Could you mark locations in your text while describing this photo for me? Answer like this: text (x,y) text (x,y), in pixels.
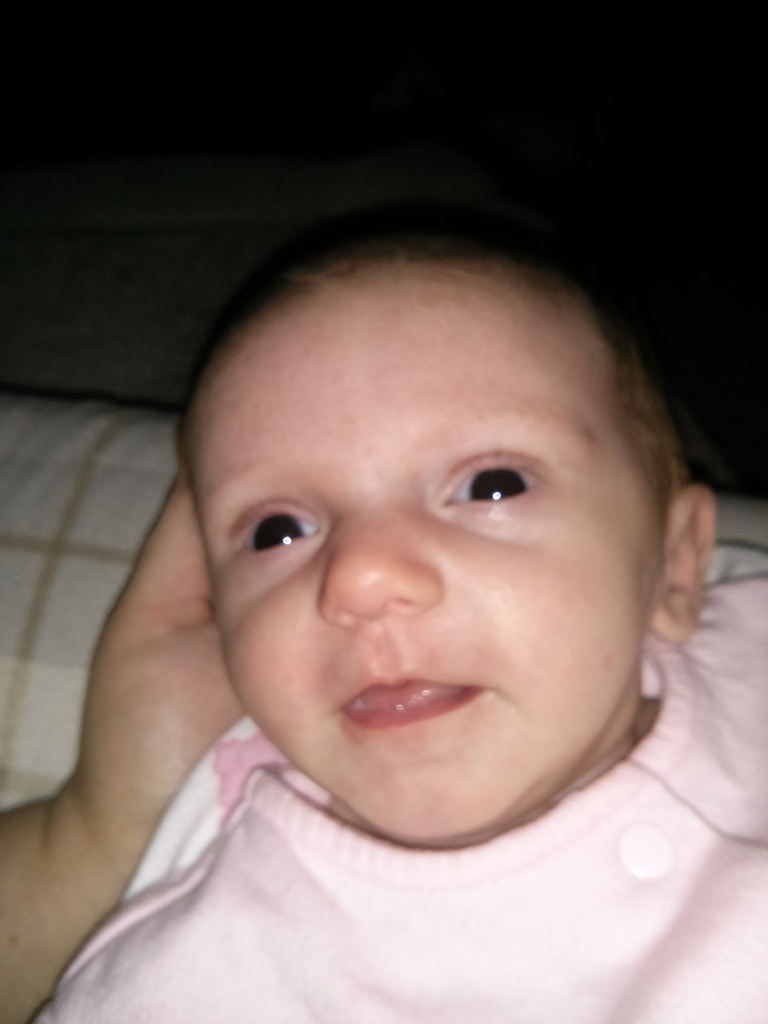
Background portion of the picture is dark. In this picture we can see a baby (446,389) wearing a pink dress (435,920). On the left side of the picture (172,759) we can see a person hand (138,777) and it seems like a blanket (93,591).
